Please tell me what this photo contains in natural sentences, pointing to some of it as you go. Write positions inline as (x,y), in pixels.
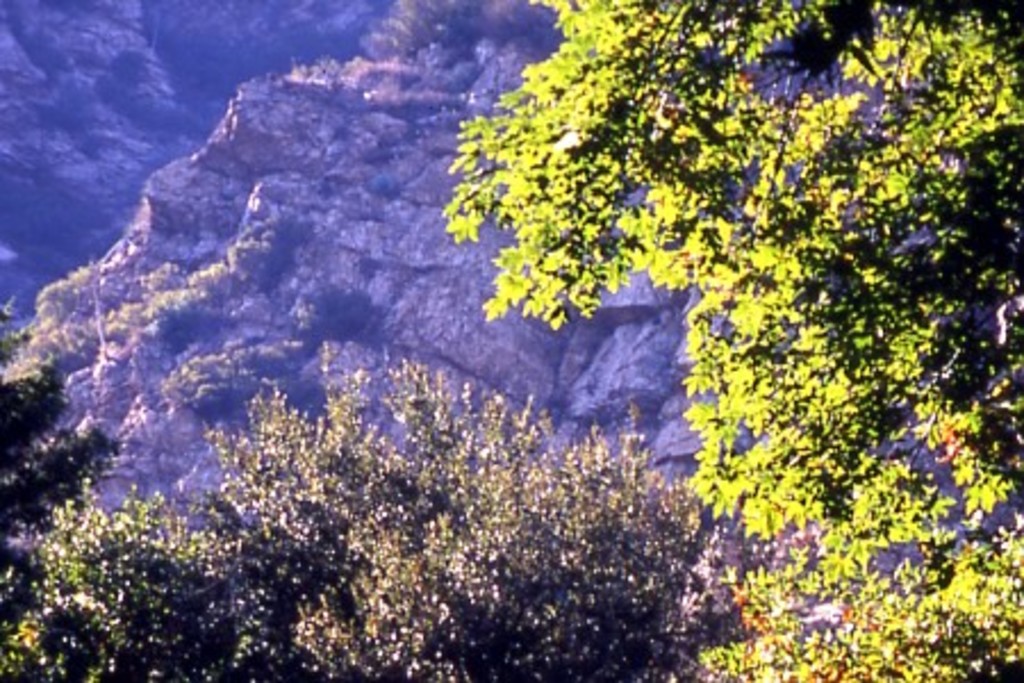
This picture shows few trees (960,203) and hills (333,82).
